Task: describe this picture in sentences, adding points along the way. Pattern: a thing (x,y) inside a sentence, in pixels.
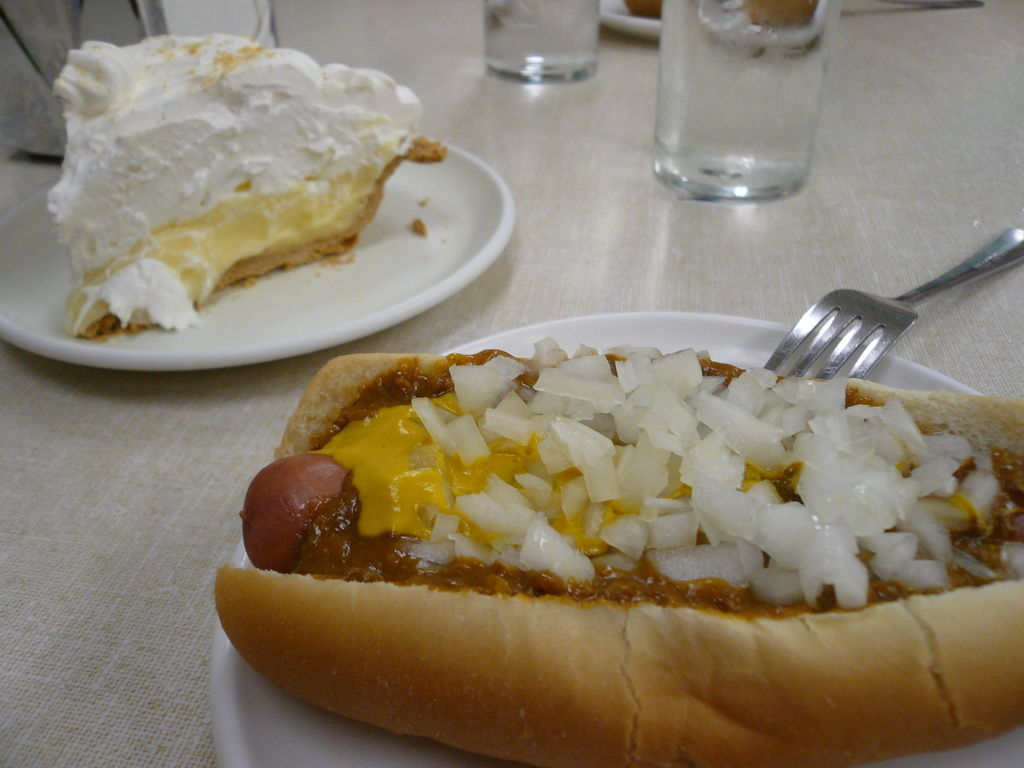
In this image there is a table (210,487) and we can see plates (638,343), glasses (764,163), fork (921,297), cake (352,221) and a hot dog (550,529) places on the table (187,454).
